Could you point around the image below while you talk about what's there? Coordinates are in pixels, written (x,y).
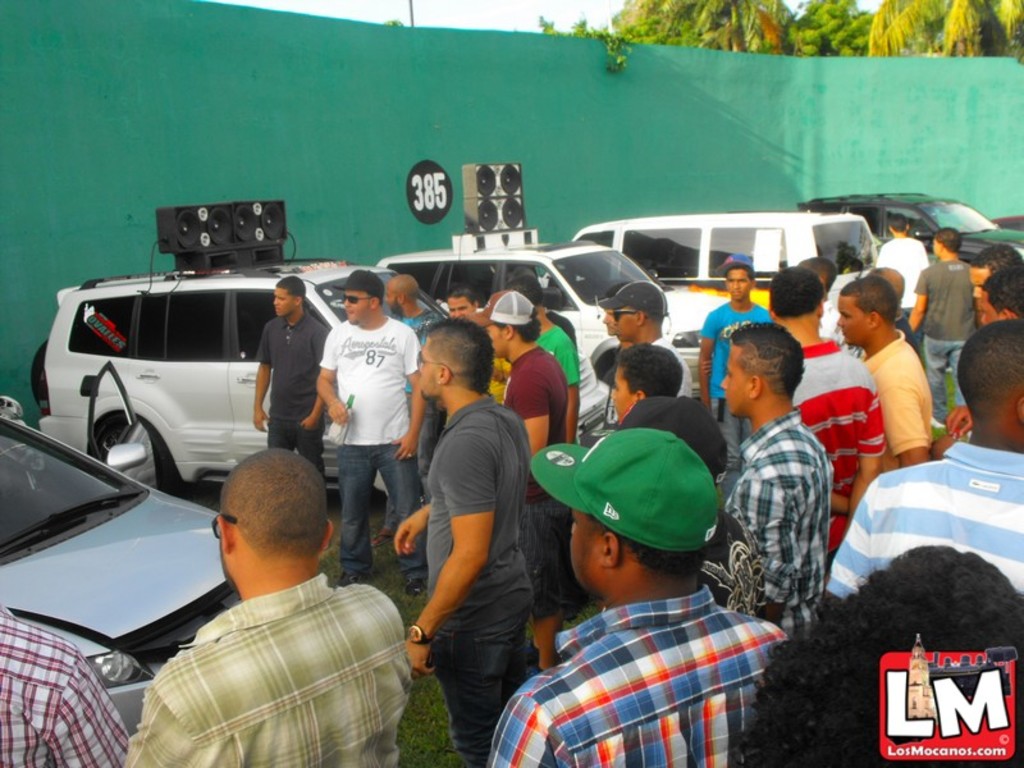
In this image there are a group of people (755,599) who are standing, and on the left side (160,361) there are some cars (443,267) and some speakers (161,227) and in the background (201,121) there is a green color wall (632,126) and some trees (782,44).
